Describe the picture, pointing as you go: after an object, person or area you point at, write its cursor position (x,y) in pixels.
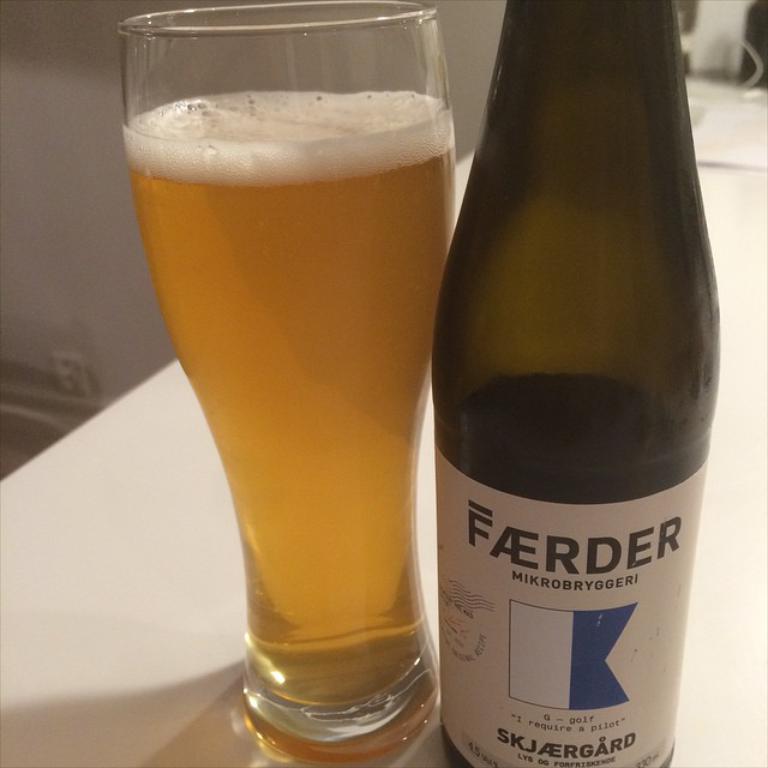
In this picture there is a table (228,742), on the table (218,746) there is a glass (363,201) and a bottle (679,159). Glass (339,7) is filled with the liquid (379,648).
